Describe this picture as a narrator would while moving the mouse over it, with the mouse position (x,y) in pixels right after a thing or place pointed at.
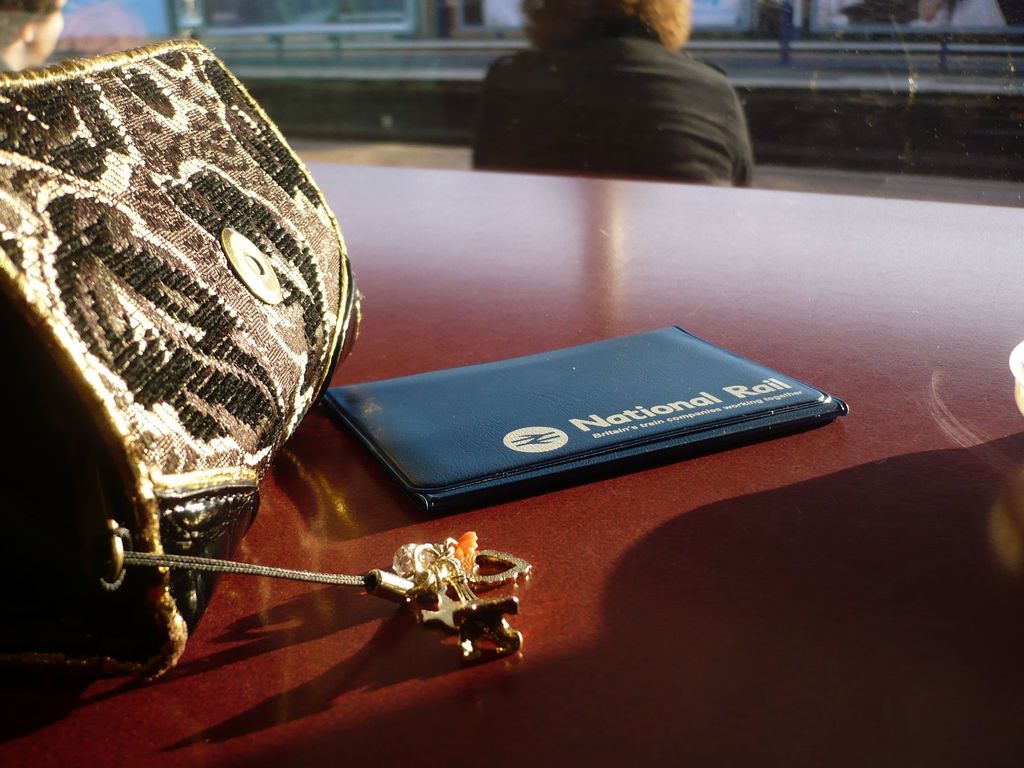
In this image there is a wooden table (612,236). There are purses (287,382) on the table (403,498). In the center (622,413) there is a purse (580,425). There is text (663,404) on the purse (572,413). Behind the table (435,218) there is a person (711,146) sitting in the image.
